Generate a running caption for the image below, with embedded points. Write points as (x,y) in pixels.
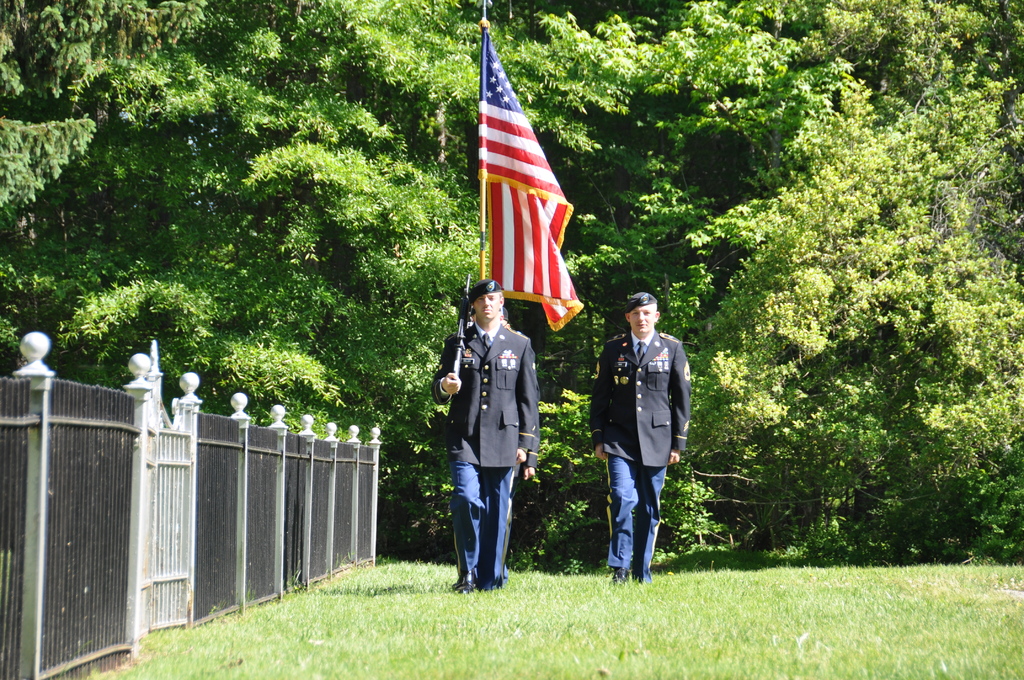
In this image I can see two people (502,450) standing. One person (512,393) is holding some object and there is a flag (515,211). There is a gate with fence (206,575), there is grass (154,634) and there are trees (373,7) in the background (635,131).
